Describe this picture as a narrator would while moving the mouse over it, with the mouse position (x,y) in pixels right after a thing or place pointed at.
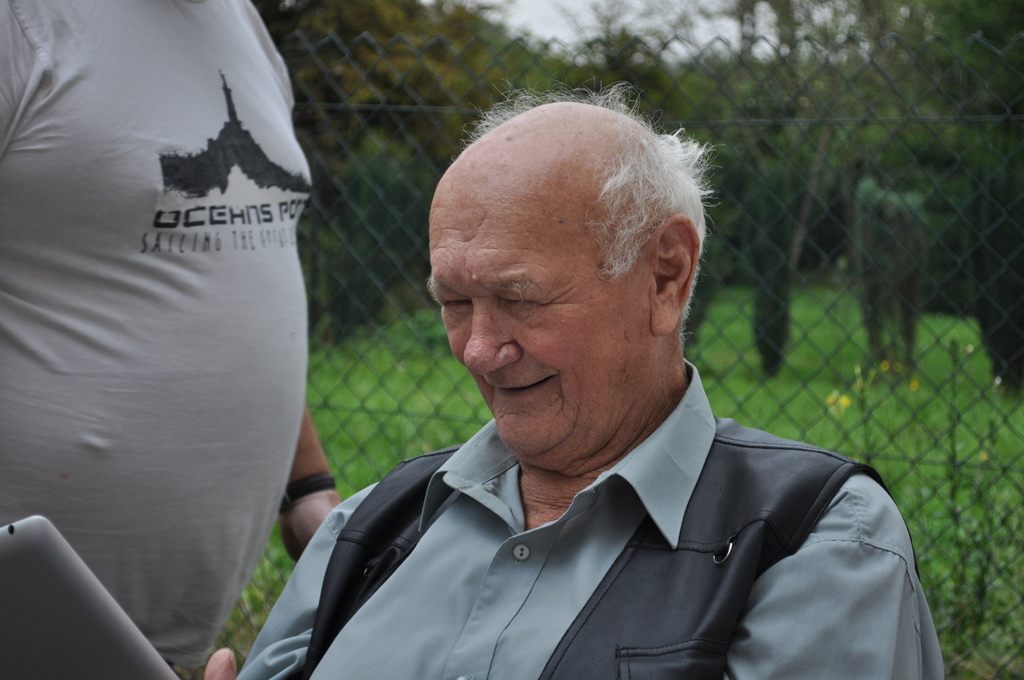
In this image I can see a person (613,518) wearing grey and black colored dress (576,529) is holding a grey colored object (14,596). I can see another person (178,337) wearing grey and black colored dress (160,286) is standing. In the background (310,329) I can see the metal fence (367,230), few trees (960,285) and the sky (711,0).
